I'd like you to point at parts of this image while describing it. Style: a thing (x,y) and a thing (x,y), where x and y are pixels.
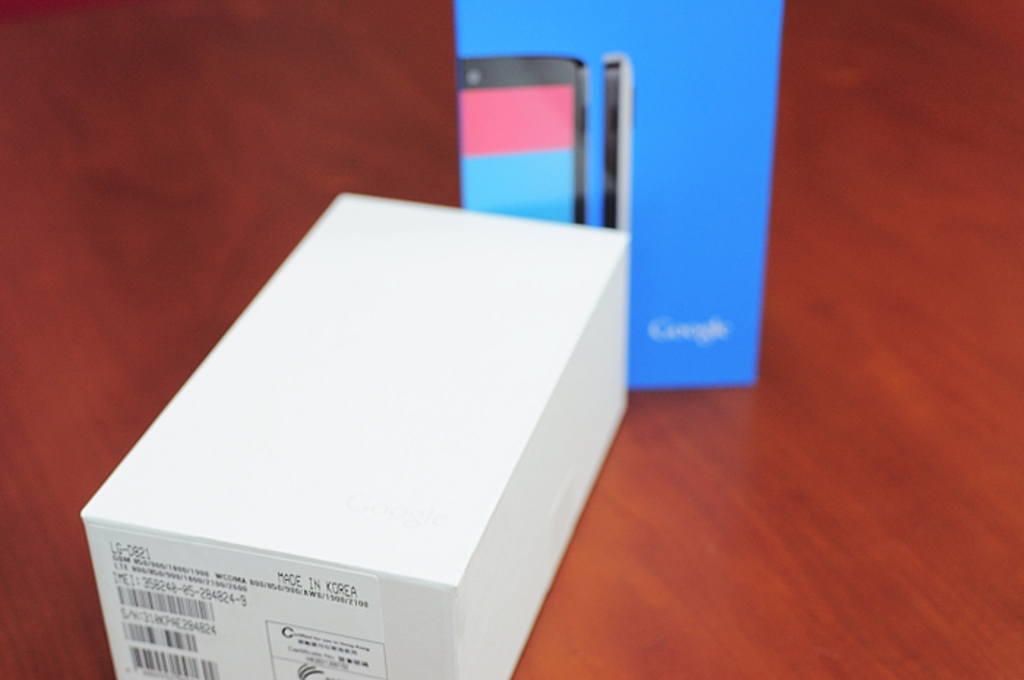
In the picture there are two boxes (448,248) of a mobile phone (551,171) kept on a surface (175,69).
